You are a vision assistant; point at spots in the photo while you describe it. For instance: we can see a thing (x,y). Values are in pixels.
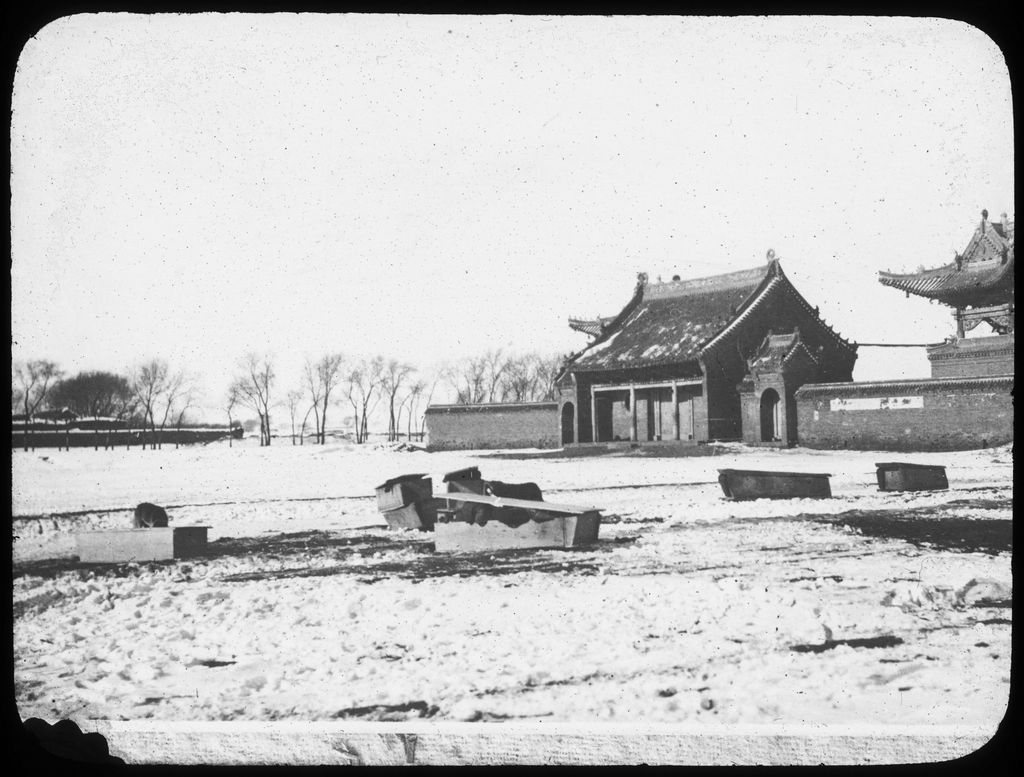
In this picture, I can see couple of houses (712,413) and trees (266,423) and few boxes (547,516) on the ground (619,544).
